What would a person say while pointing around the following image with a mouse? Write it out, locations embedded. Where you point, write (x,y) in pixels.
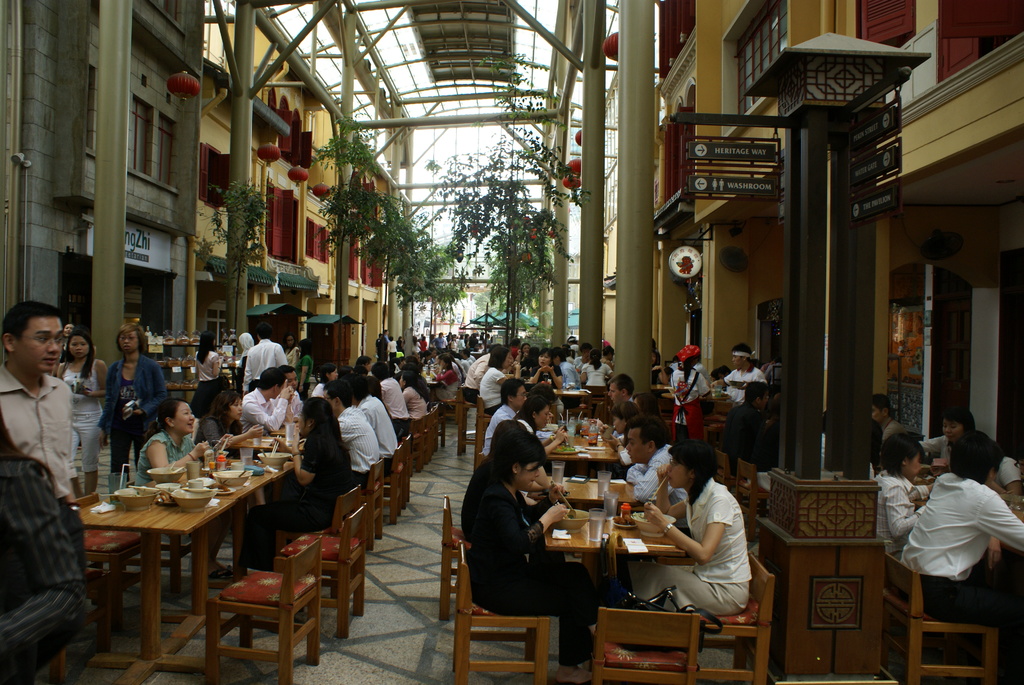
This image is taken between two buildings (936,139) under a shed (447,146). The place is filled tables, chairs (342,532) and people (329,519). In the middle (537,452) there are two women (692,546) sitting besides a table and having food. The left woman (518,555) she is wearing a black dress (573,604) and to the right (700,467) there is another woman (733,521) wearing cream dress (744,550), behind her there is a pillar (846,510) and some boards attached to it. There are eight pillars (633,263) in the middle (640,280). In the background (521,291) there are lanterns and creepers (552,246). Towards the left (18,381) there is a man (22,434) wearing a cream shirt (24,417) and spectacles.
